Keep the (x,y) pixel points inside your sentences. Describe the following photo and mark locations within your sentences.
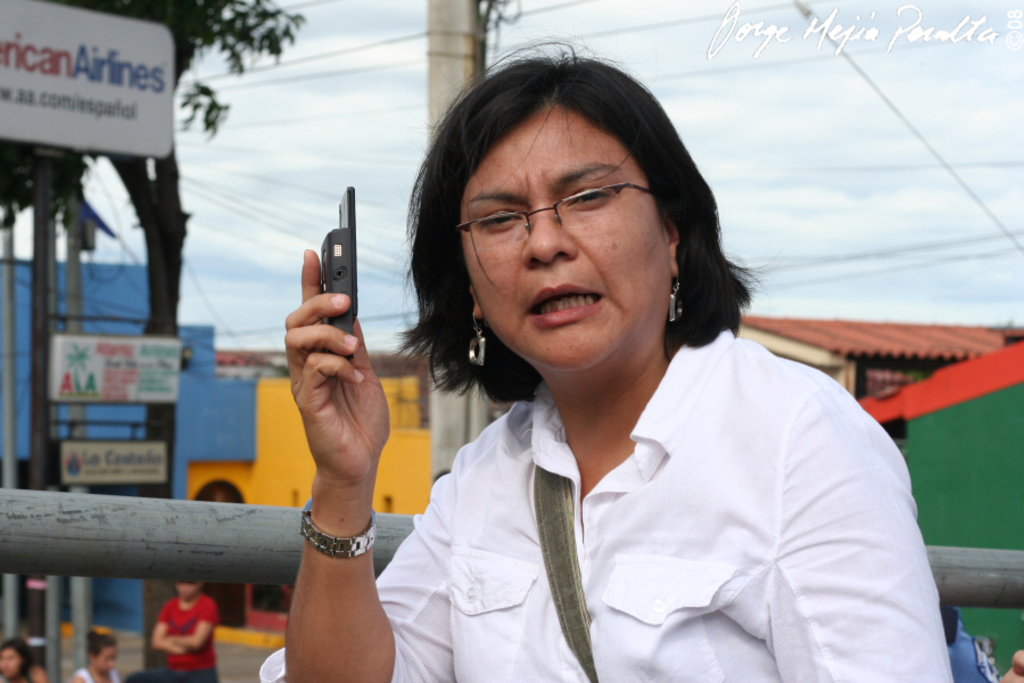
In this image in front (440,637) there is a person (830,467) holding the mobile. Behind her there is a metal pole (218,525). There are few other people (200,632) standing on the road (234,656). In the background of the image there are boards (134,102). There are trees (132,158), buildings (975,449) and sky (902,194). In the center of the image (440,411) there is a current pole (465,25). There is some text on the top right of the image (825,46).
